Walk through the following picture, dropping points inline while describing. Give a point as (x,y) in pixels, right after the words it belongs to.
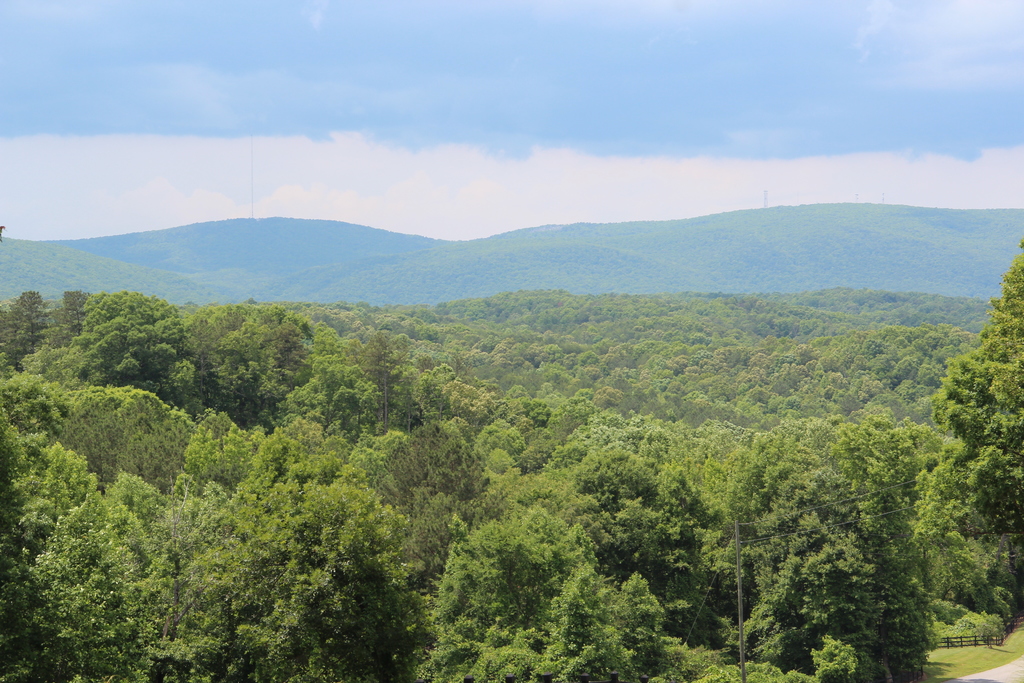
This image consists of many trees (383,438). In the background (332,254), there is a mountain (449,246). At the top (458,134), there are clouds (460,152) in the sky (329,181).
